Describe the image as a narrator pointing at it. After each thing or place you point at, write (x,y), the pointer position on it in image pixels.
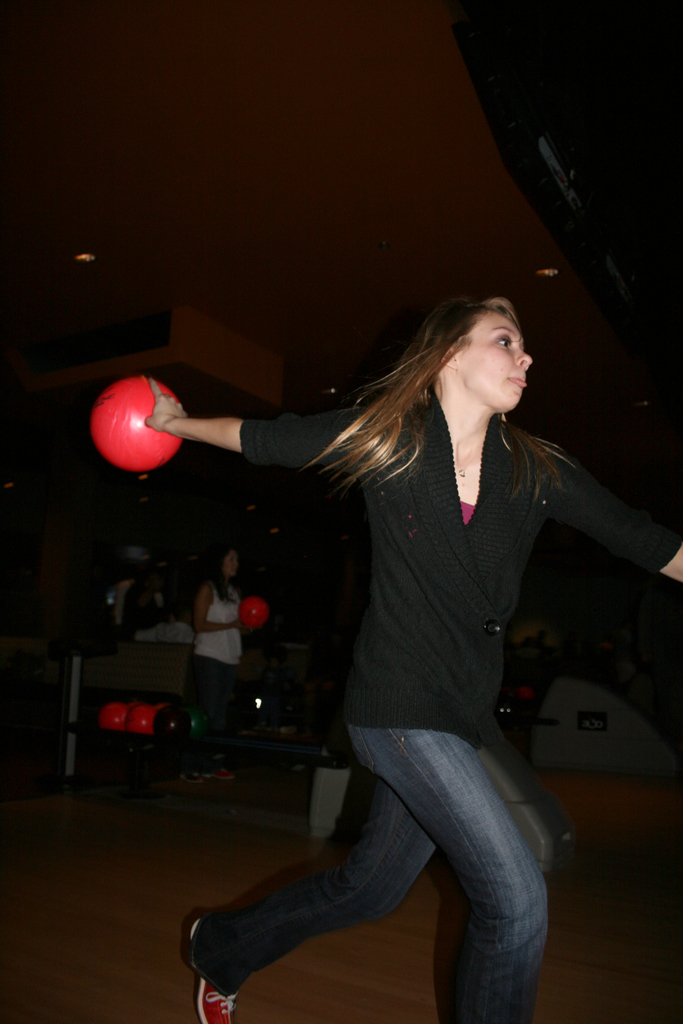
In this image we can see two women (407,625) standing and holding balls (125,429) in their hands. On the left side of the image (140,725) we can see some balls (152,723) placed on a stand (152,745) and a person (169,628) sitting on a chair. In the background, we can see some lights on the roof (219,293).
